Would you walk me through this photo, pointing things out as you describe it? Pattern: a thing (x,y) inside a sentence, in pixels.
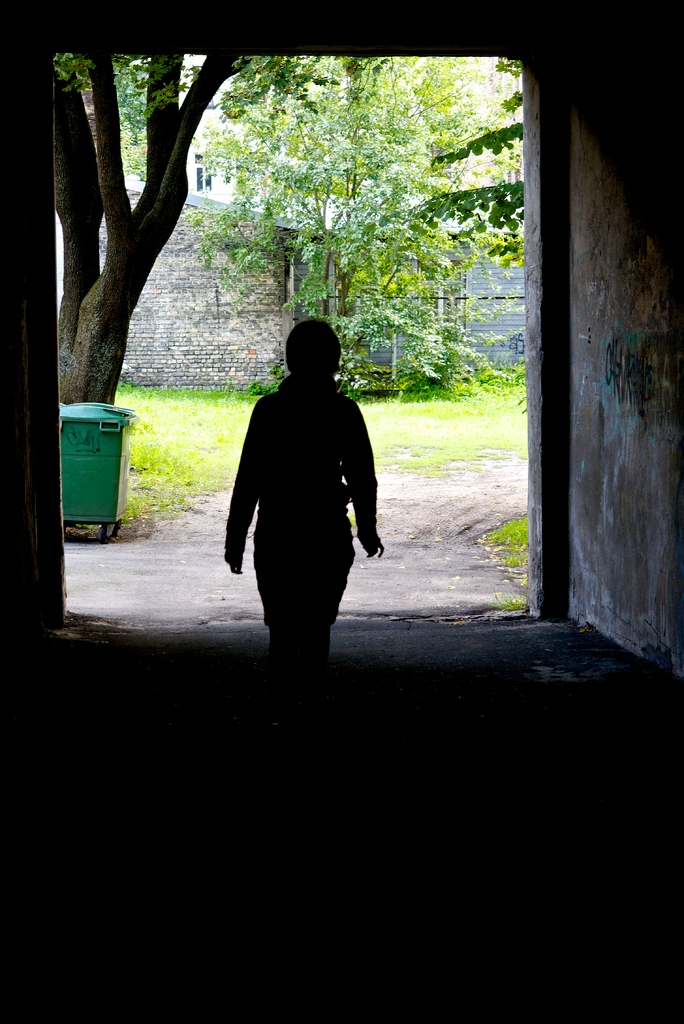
This picture is inside view of a room (332,620). In the center of the image (277,510) a person (293,523) is standing. In the background of the image (265,241) we can see a building (210,295), wall (226,254), plants (320,165) are there. On the left side of the image (92,429) garbage bin (92,466) is present. In the middle of the image (432,430) grass (192,410) is there. At the bottom of the image (199,793) floor (223,782) is present.
